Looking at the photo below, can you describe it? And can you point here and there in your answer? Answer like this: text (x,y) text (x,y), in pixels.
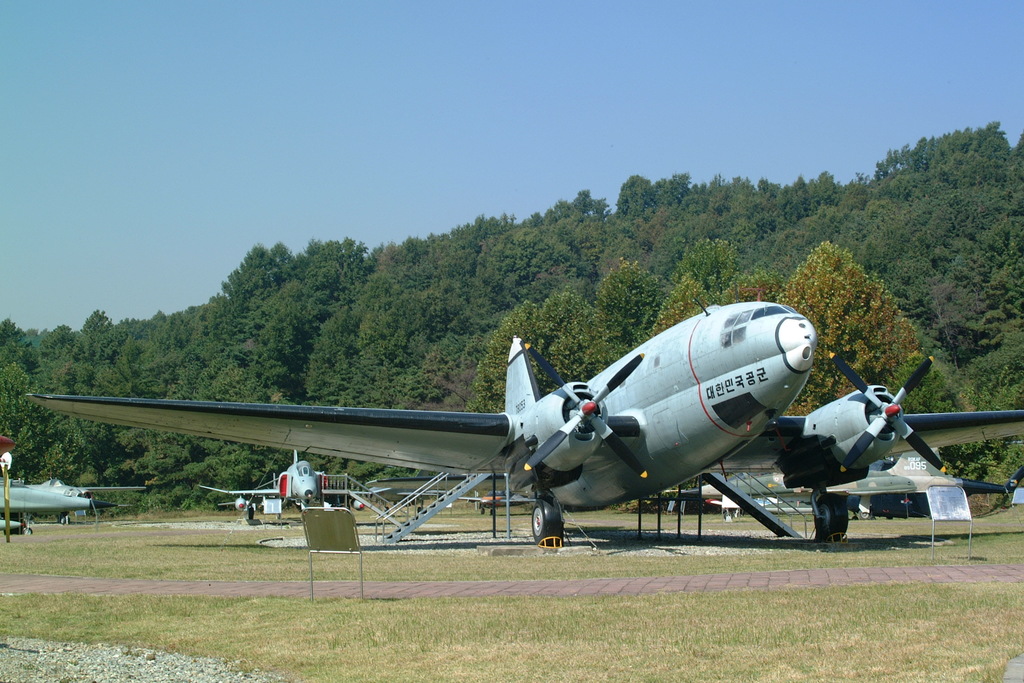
In this picture we can see airplanes (516,464). In the foreground (954,610) we can see grass (951,605) and in the background (5,426), we can see so many trees (856,344) and the sky (621,130) is clear.
